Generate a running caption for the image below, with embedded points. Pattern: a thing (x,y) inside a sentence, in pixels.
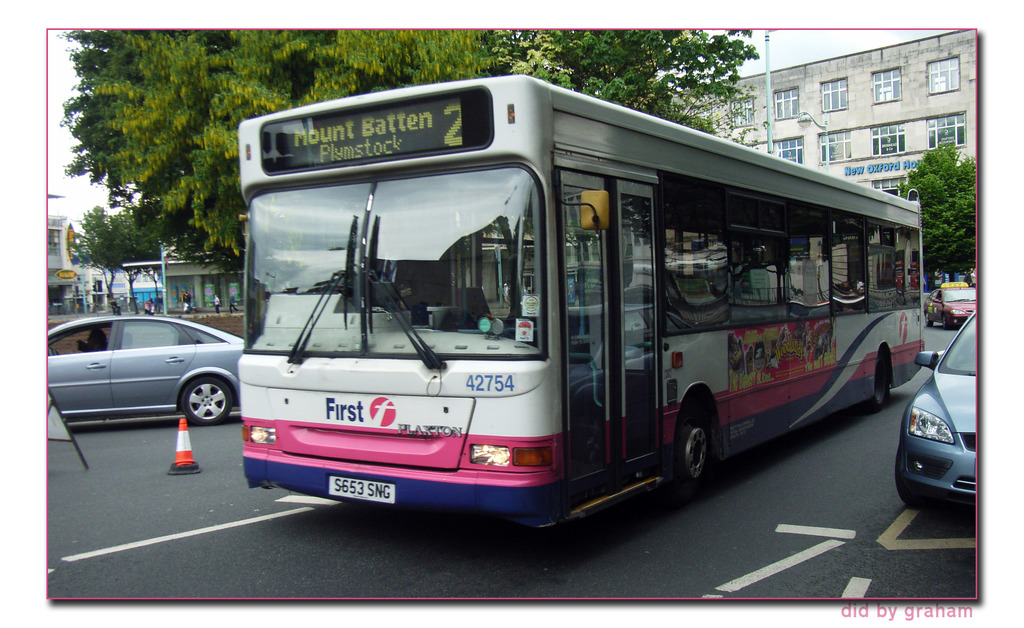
In this picture we can see few vehicles (699,382) on the road (704,514), beside to the bus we can find a road divider cone (176,460), in the background (155,286) we can see few buildings (842,102), trees (409,81), poles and people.
